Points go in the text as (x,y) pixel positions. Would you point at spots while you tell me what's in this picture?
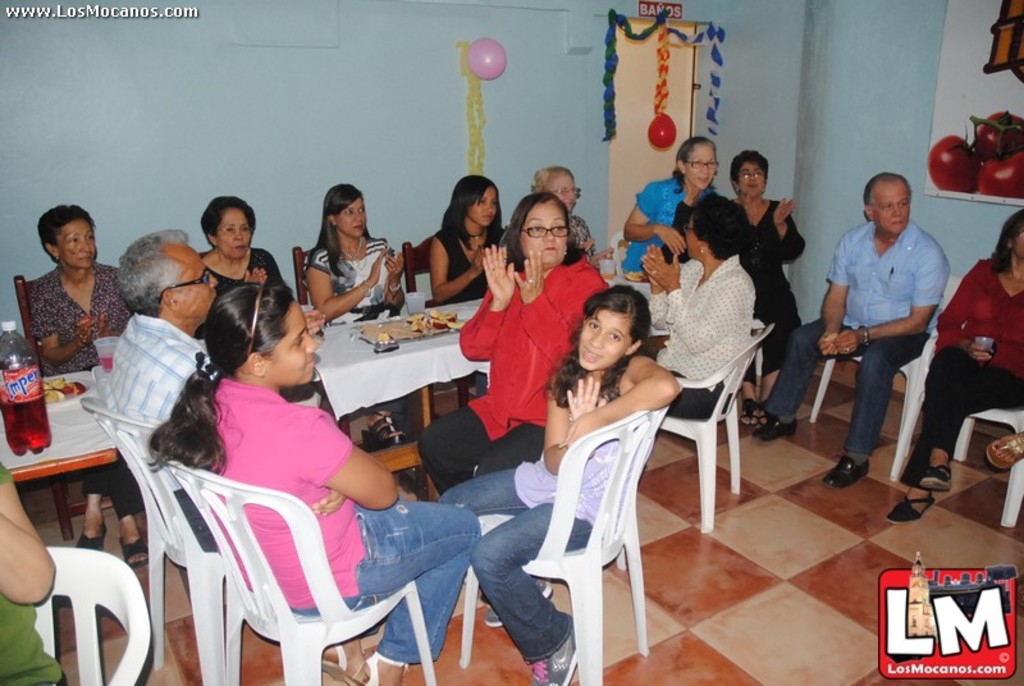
As we can see in the image there is a wall (318,101), balloon (489,53), few people (909,279) sitting on chairs (245,532) and there is a table (1,429). On table (73,409) there is a plate (59,397) and bottle (14,422).
